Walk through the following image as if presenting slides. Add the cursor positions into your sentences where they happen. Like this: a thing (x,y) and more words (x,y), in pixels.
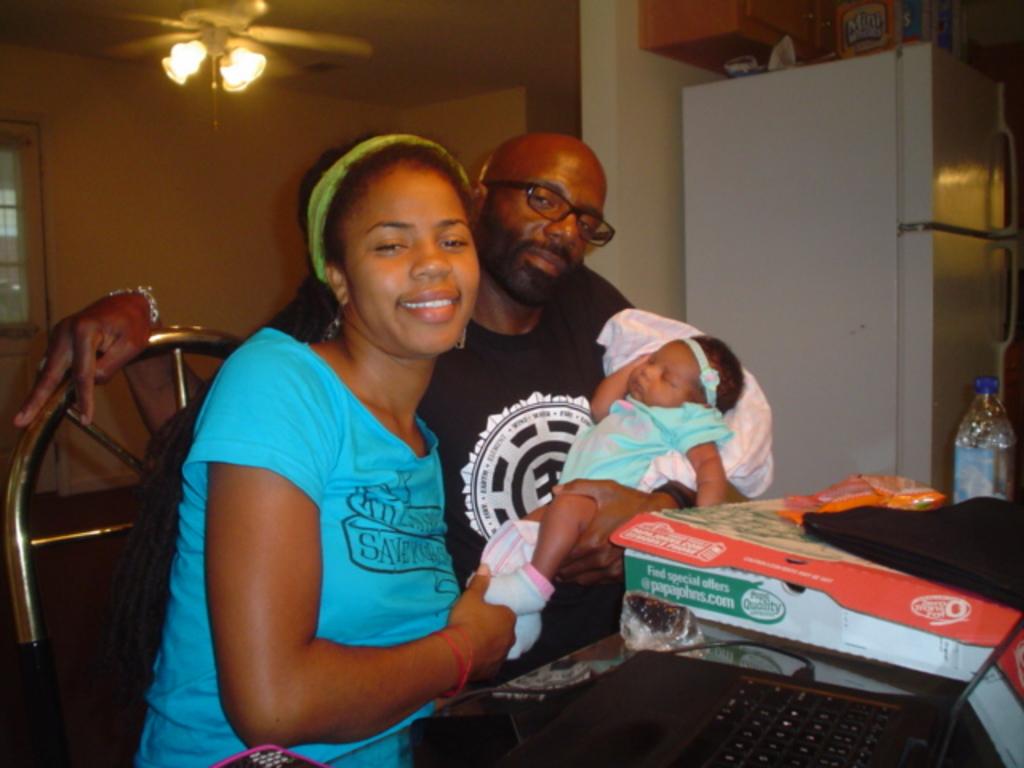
In this image we can see some persons (534,533), laptop (731,747), chair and other objects (798,569). In the background of the image (787,184) there is a wall (476,167), refrigerator (985,123), light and other objects (24,146).
